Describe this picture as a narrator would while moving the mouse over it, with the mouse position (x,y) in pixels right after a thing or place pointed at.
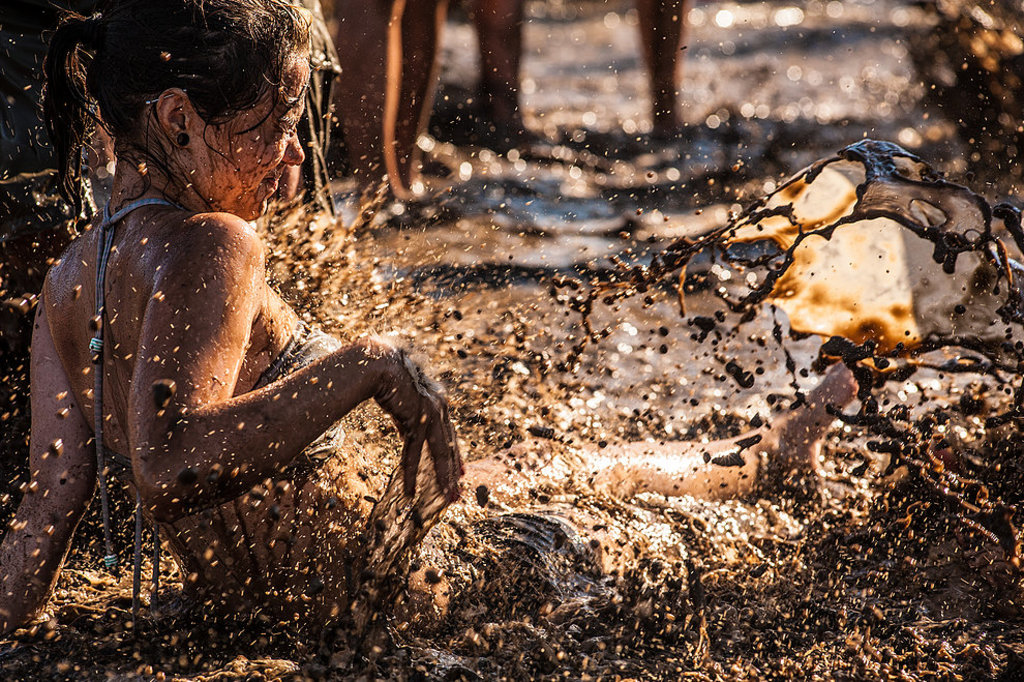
In this image in the center (408,358) there is a woman (254,336) playing in the muddy water (811,540). In the background (407,49) there are persons (429,77) standing.
